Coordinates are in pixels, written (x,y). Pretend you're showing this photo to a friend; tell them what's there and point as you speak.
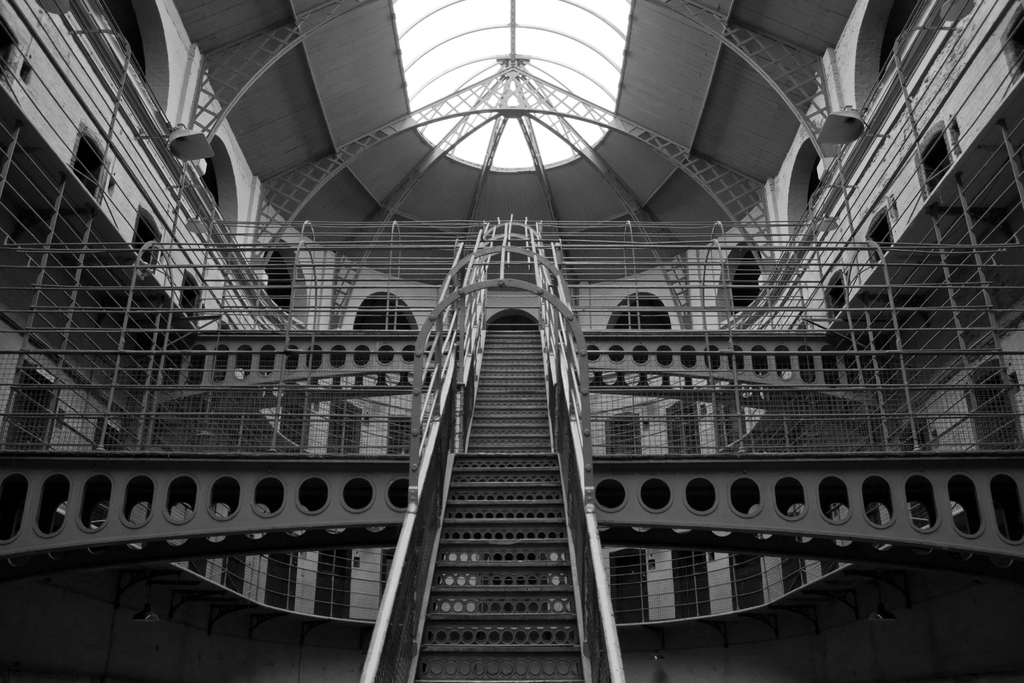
In the middle of this image (531,361), there are steps (530,349) having a fence (432,434) on both sides. Behind these steps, there are two bridges (747,339) having fences (175,365). In the background (311,202), there is a building (404,56) having a roof (793,81), doors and pillars (191,64).
